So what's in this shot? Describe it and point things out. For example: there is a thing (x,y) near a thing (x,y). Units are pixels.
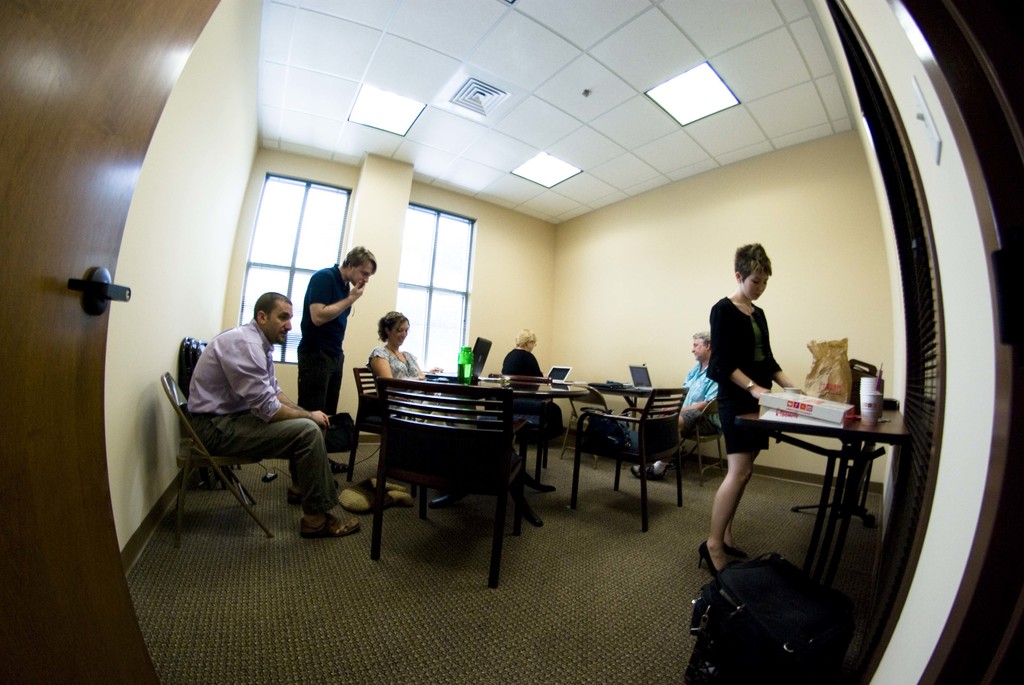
In this picture i could see the persons (274,398) sitting on the chairs (409,447). There are around six persons (319,373) in the room (225,327). Two of them are standing, one of them is sitting on the chair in the left corner (257,378) with the purple shirt (242,379) and a pant (311,450) there are brown colored chairs (577,455) and one of the lady (523,372) in the corner is working on the laptop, she has a black shirt (523,363) in the room (526,364) the ceiling (534,79) is covered with a ac (476,92) and lights (408,111) and in the middle of the picture (419,253) i could see the windows (439,282) and in the right side (689,210) there is a wall (718,215). In the left corner of the picture (100,419) i could see the door (91,351) with the handle (119,286) and there is a beautiful carpet (545,647) on the floor (600,643).
